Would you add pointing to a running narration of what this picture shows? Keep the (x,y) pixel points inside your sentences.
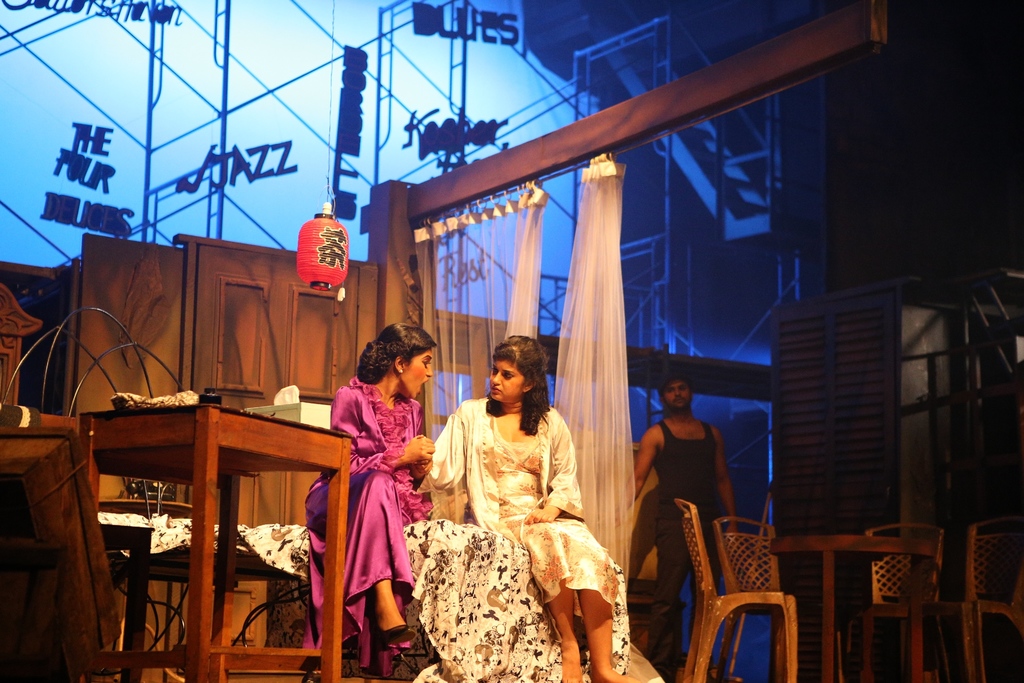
This is the picture taken on a stage (1010,682), there are two women's (447,467) sitting on a bed (454,525). In front of the women's (440,451) there is a table (224,429) on the table (229,430) there are tissues (294,419) and some items (176,405). Behind the women's (403,447) there is a white curtain (496,338) and a man (669,504) in black dress (669,504) was standing on the floor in front of the man (681,475) there are chairs (755,567) and tables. Behind the people (391,494) there is a wooden door (259,327) and a wall (245,318).
